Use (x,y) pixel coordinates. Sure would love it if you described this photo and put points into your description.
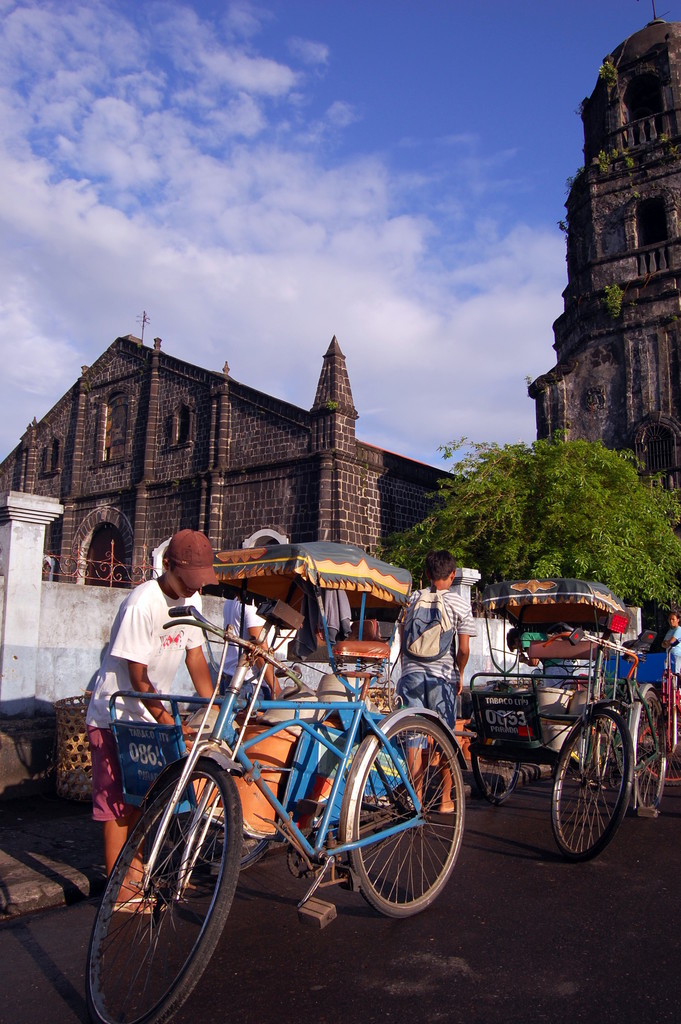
In this image, we can see some people (447,796) and rickshaws (356,857) on the road (409,928) and in the background (198,434), there are buildings (602,437) and trees (563,485). At the top (390,119), there are clouds (356,195) in the sky (428,228).
